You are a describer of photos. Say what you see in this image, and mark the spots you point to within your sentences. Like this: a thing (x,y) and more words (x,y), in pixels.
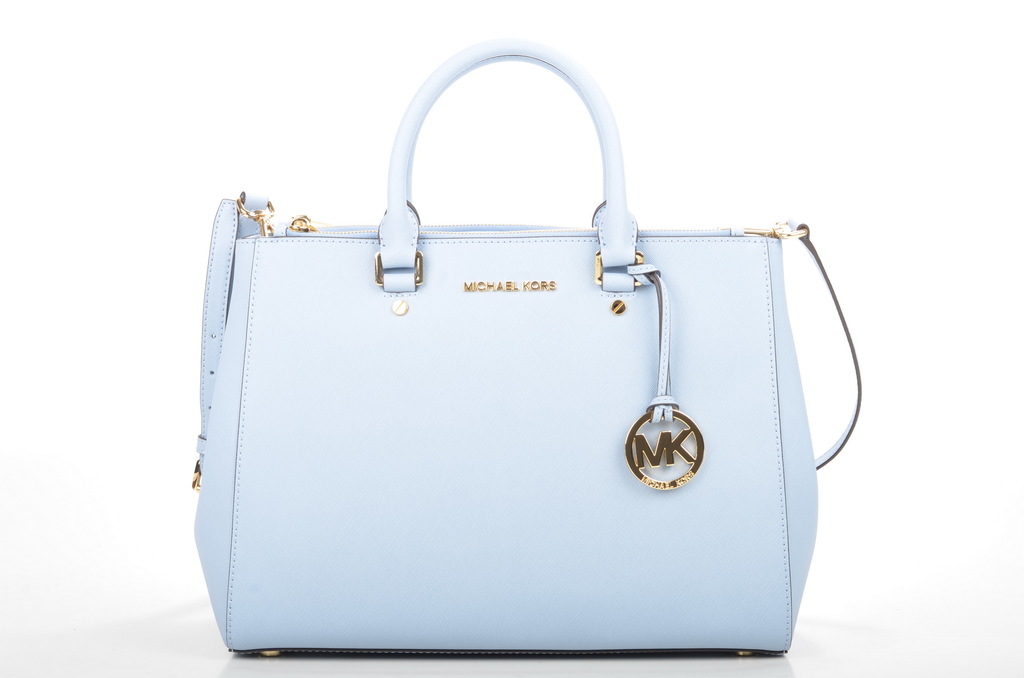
This is the picture of a blue bag (490,488). Behind the bag (374,372) is in white color.
